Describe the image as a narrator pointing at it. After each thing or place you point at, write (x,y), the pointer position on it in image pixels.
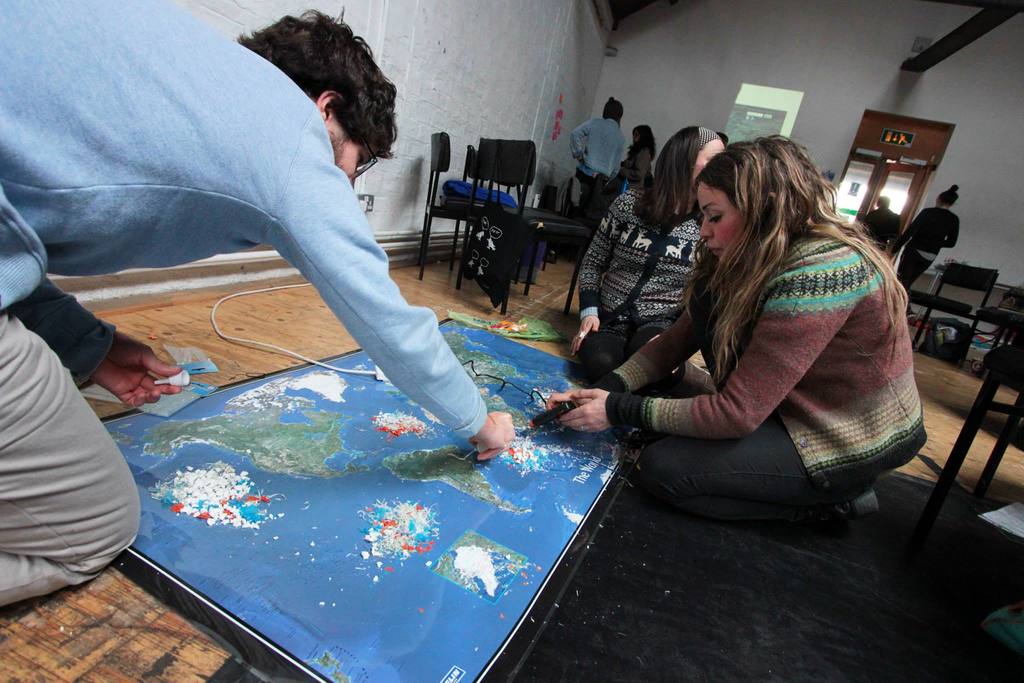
In this image, there are a few people (800,365). We can see the ground (938,370) with some objects (952,337). We can see some chairs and posters (736,131). We can see the wall (688,4) and some doors (897,187). We can also see an object (924,56) on the top right corner (936,51).
